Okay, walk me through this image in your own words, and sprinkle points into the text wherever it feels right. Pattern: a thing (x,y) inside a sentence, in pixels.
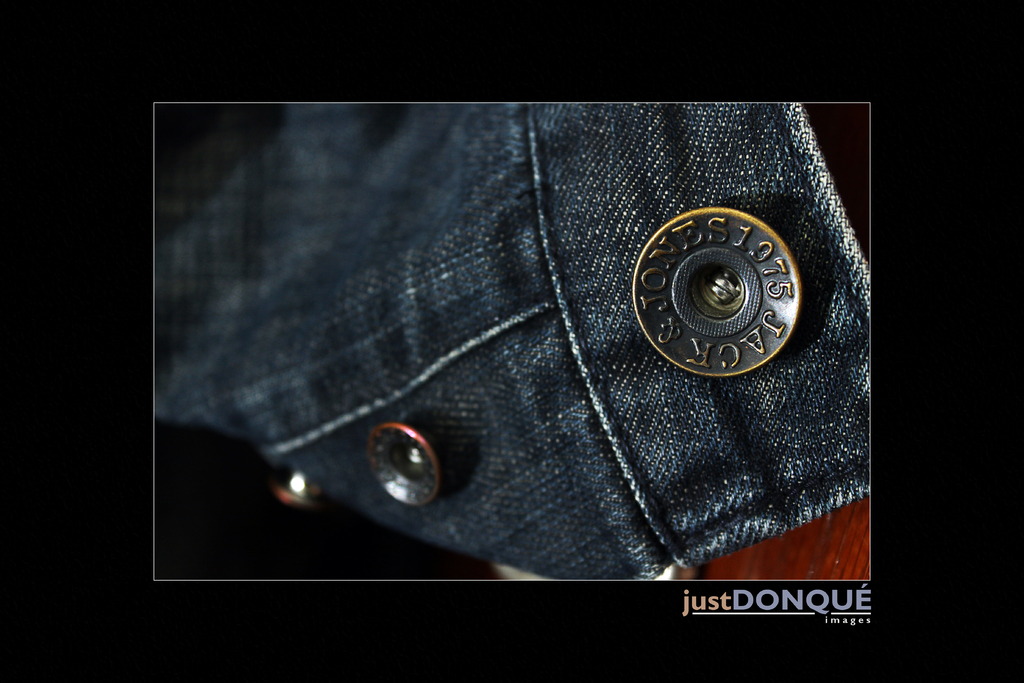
In the image we can see a jeans (455,334) and buttons (696,280).
